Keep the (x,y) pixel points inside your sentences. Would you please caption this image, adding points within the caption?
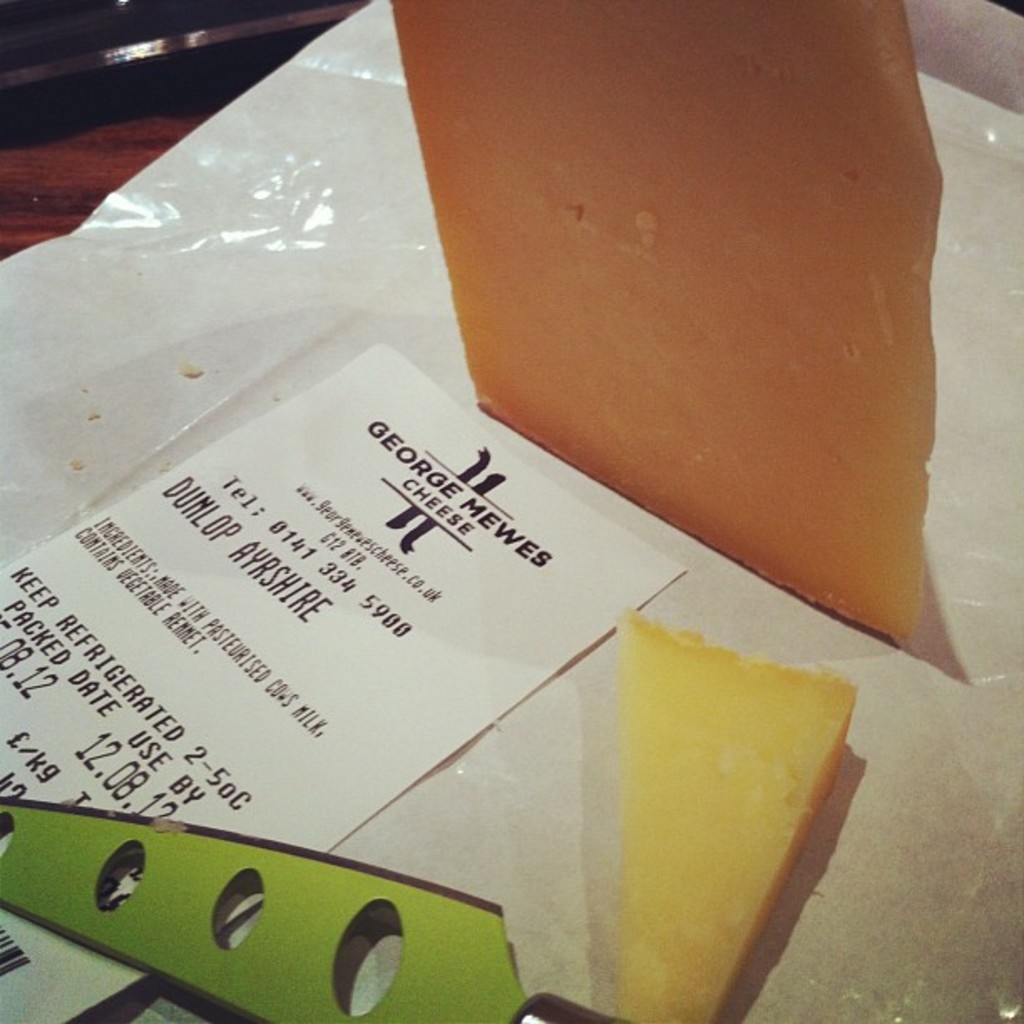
Here I can see few cheese pieces (747,719) which are placed on a white color paper (164,290). Along with these I can see a white color paper (306,690) on which I can see some text (181,749). At the top (124,143) I can see the table (93,162).
